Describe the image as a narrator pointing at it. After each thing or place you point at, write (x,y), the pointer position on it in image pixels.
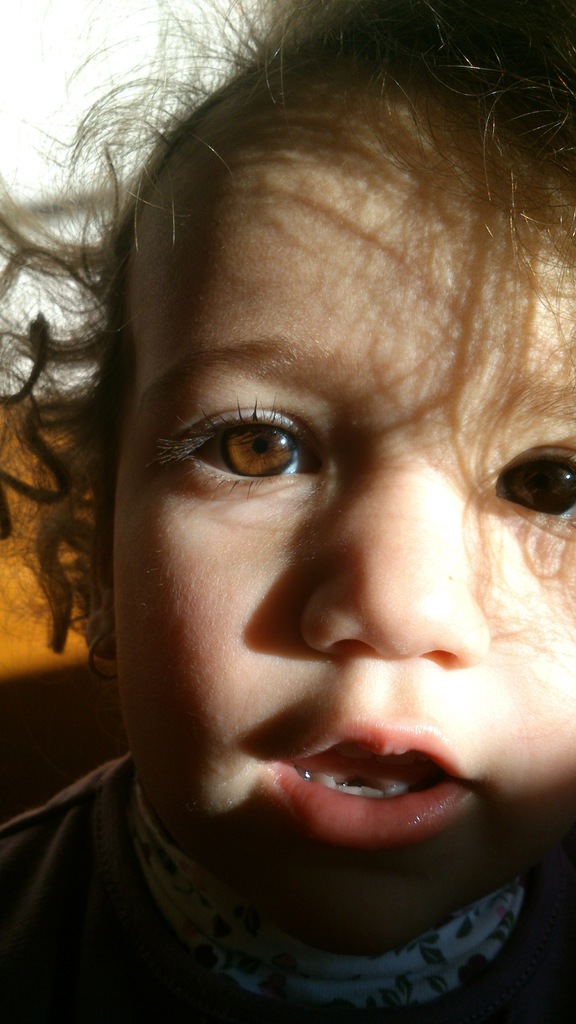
In this image, I can see a boy (153,770). He wore a T-shirt (229,972). The background (59,719) looks blurry.
